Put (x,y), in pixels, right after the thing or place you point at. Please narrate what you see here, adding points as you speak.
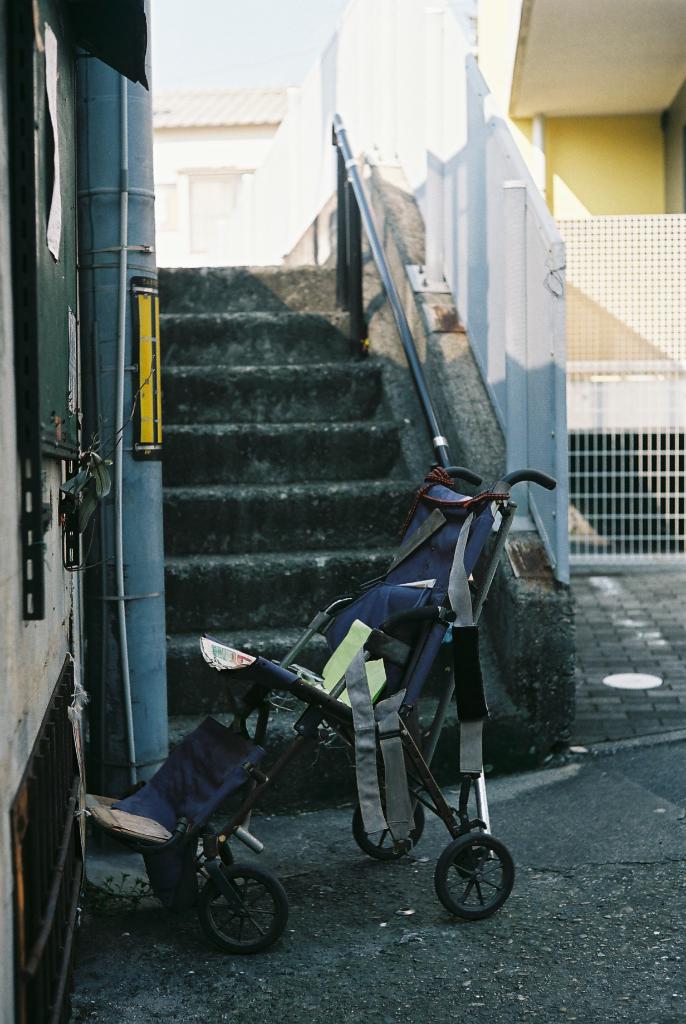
In the foreground of this image (441,628), there is a wheelchair (366,738) on the road (553,989). On the left (66,751), there is a wall (32,658) and a notice board (41,319) and a pole (132,377). In the background (283,453), there are stairs (318,430), railing (339,211), a gate (578,323) like an object (590,339) on the right (591,323), a house (232,199) and the sky (226,47) in the background (225,56).
